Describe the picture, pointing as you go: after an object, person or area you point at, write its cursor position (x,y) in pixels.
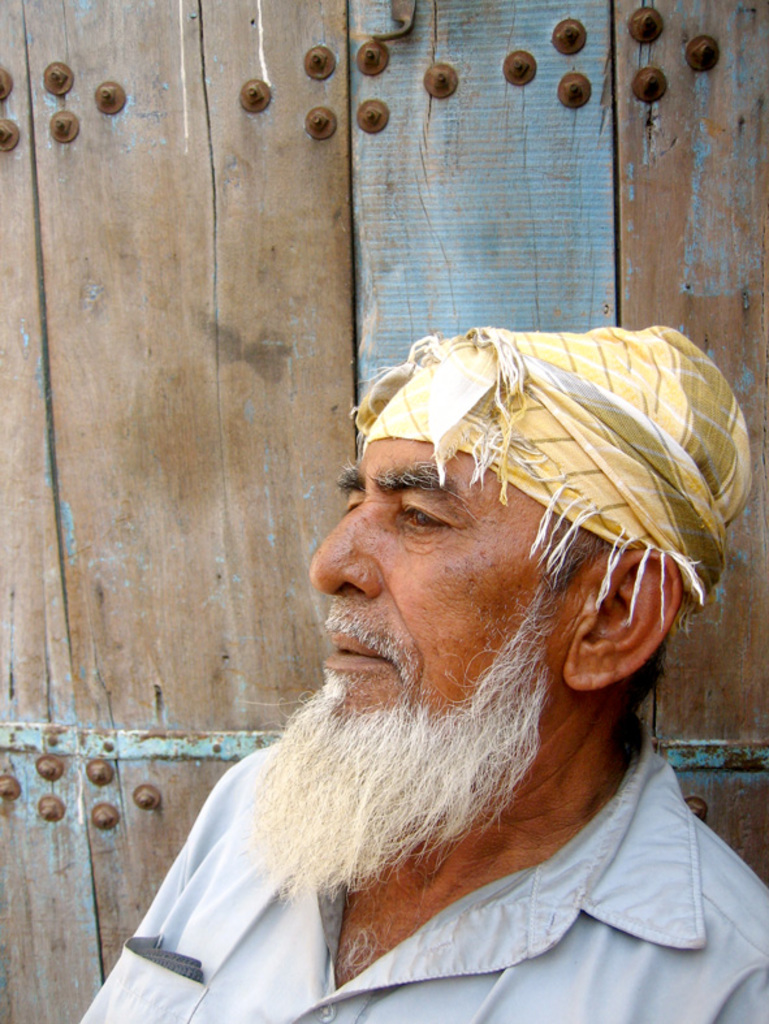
Here I can see a man (403,809) looking at the left side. At the back of him there is a wooden plank (283,290).
